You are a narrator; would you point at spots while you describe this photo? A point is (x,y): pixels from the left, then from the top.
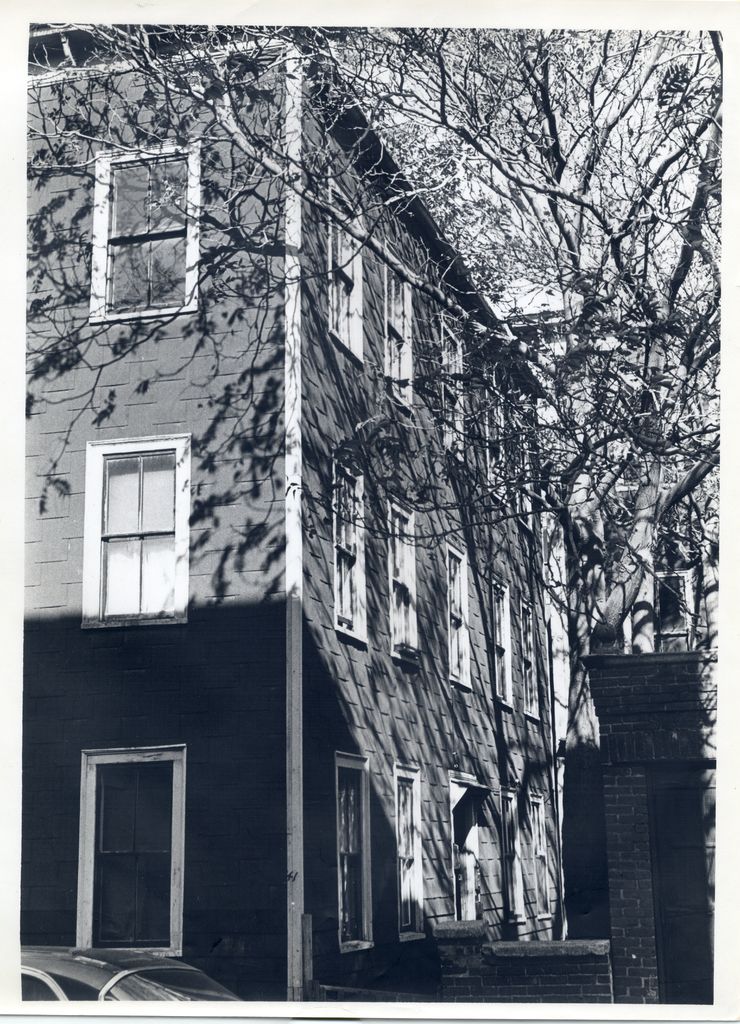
It is the black and white image in which there is a building (307,659) with the windows (186,490) in the middle (286,586) and there are trees (628,433) beside it. At the bottom (126,973) there is a car (108,991) near the building (247,905).
